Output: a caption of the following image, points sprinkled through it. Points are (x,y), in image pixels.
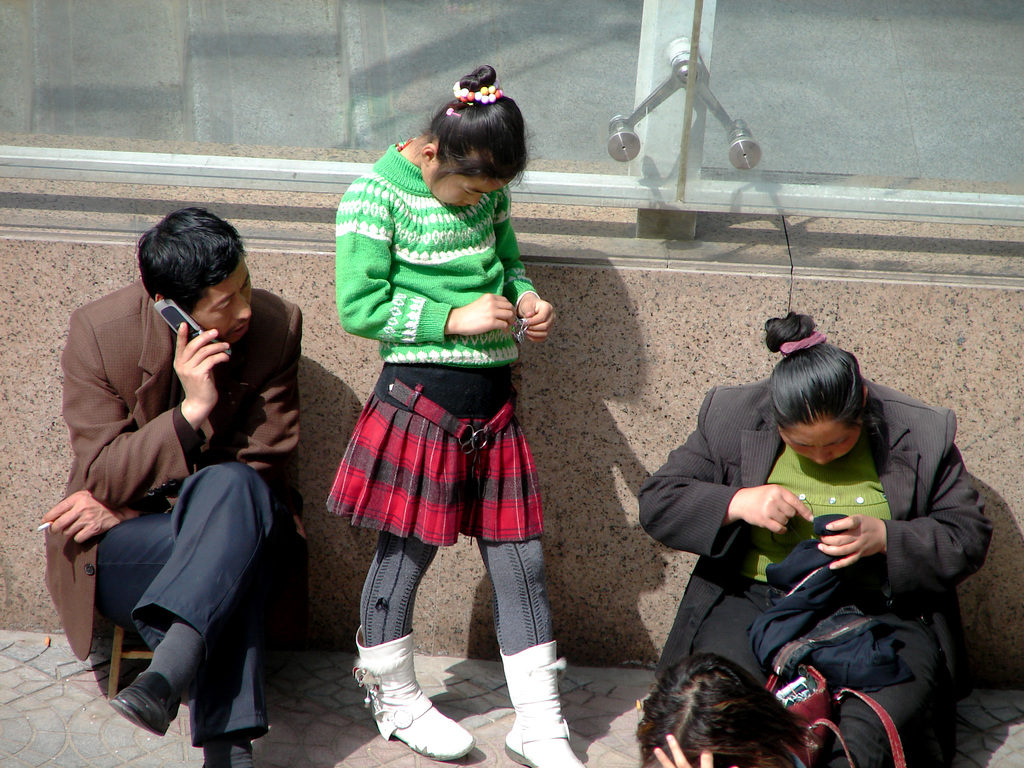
This image consists of 3 persons (391,257) in the middle (356,449). The man (267,479) is on the left side (213,441). He is speaking on the phone (166,308). The woman (665,535) is on the right side (800,612), she is doing something.
